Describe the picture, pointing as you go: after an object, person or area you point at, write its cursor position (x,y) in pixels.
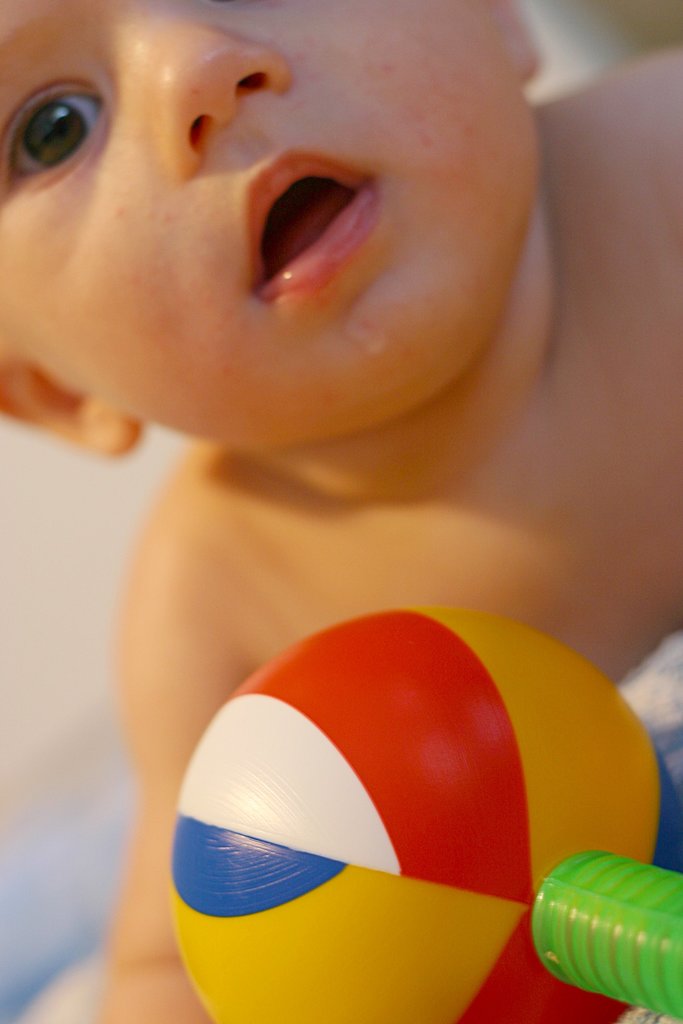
In the image in the center (356,588) we can see one baby (221,618) and one colorful plastic toy (234,746).
